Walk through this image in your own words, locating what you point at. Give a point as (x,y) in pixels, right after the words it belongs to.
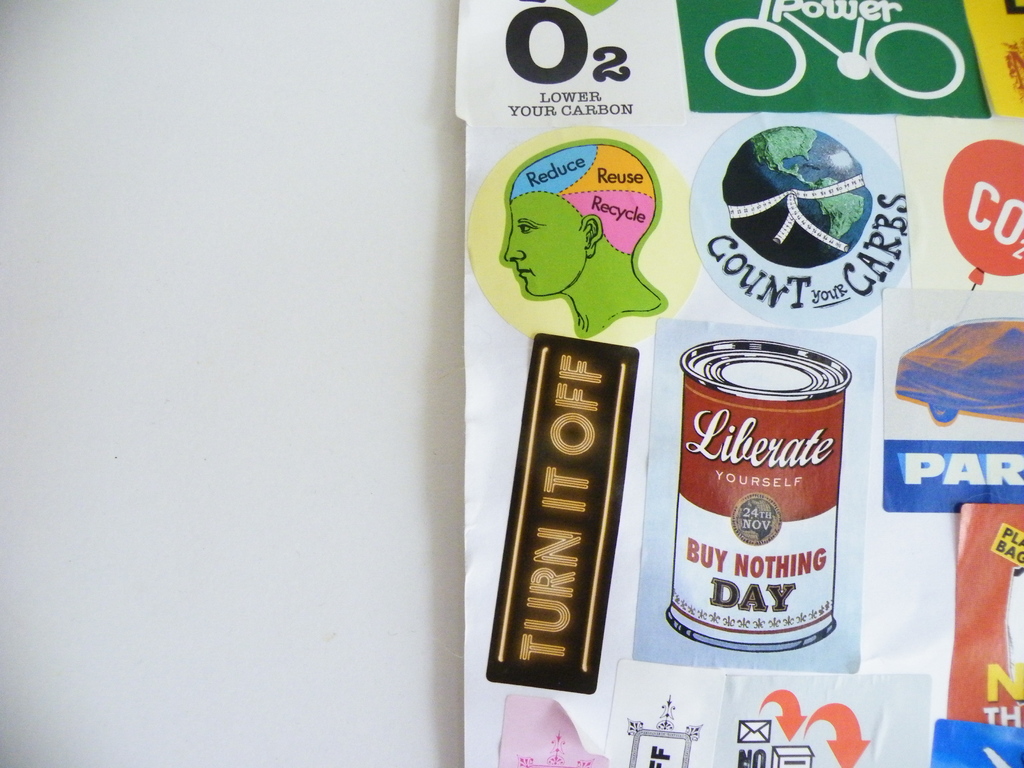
Here in this picture we can see a chart (501,440) present on the wall (421,714) over there and we can see number of images (624,379) on the chart (737,590) over there.
